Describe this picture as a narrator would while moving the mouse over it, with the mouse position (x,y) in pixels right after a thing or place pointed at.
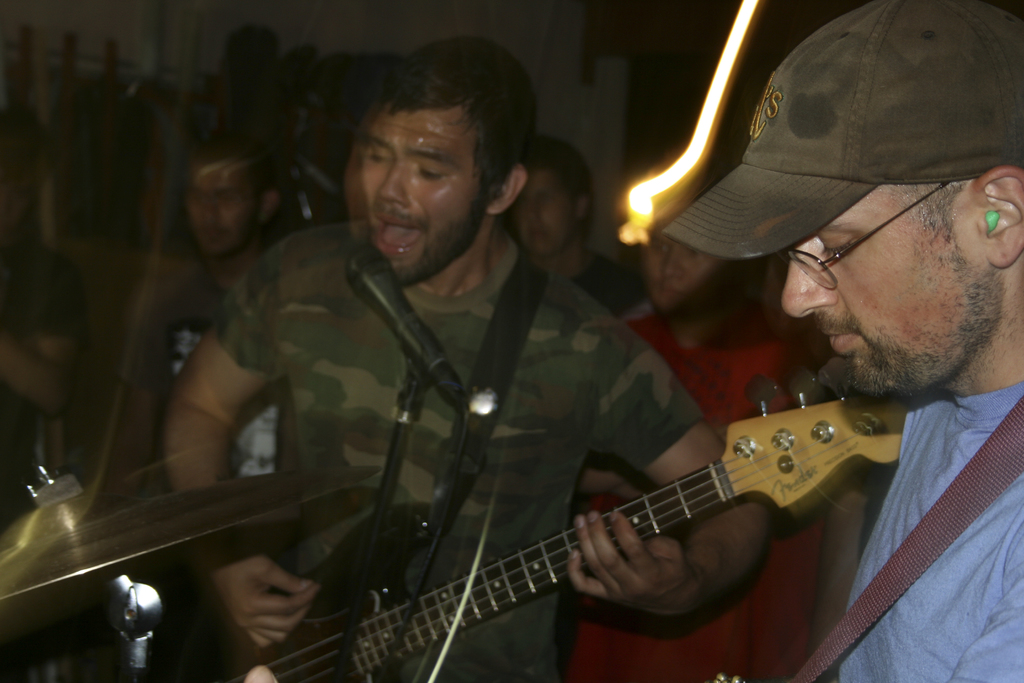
Here we can see the man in the middle (555,405) playing guitar (406,641) and singing song with microphone (402,297) in front of him and the man (1018,197) in the right side (892,294) is playing some other musical instrument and here we can see cymbal plates (155,551) present in behind them we can see some people (199,186) standing.
